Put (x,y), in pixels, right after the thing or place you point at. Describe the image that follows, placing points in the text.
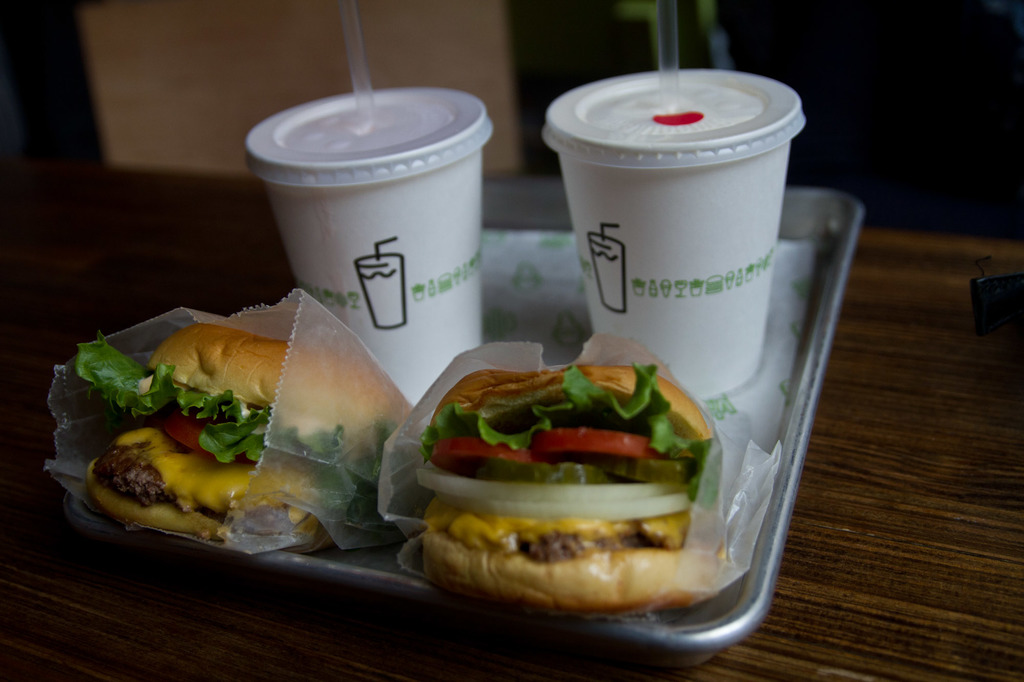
In this picture I can see cups (404,201) with straws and burgers (649,483) on the tray (735,599), on the table (18,451), and there is blur background (952,31).
